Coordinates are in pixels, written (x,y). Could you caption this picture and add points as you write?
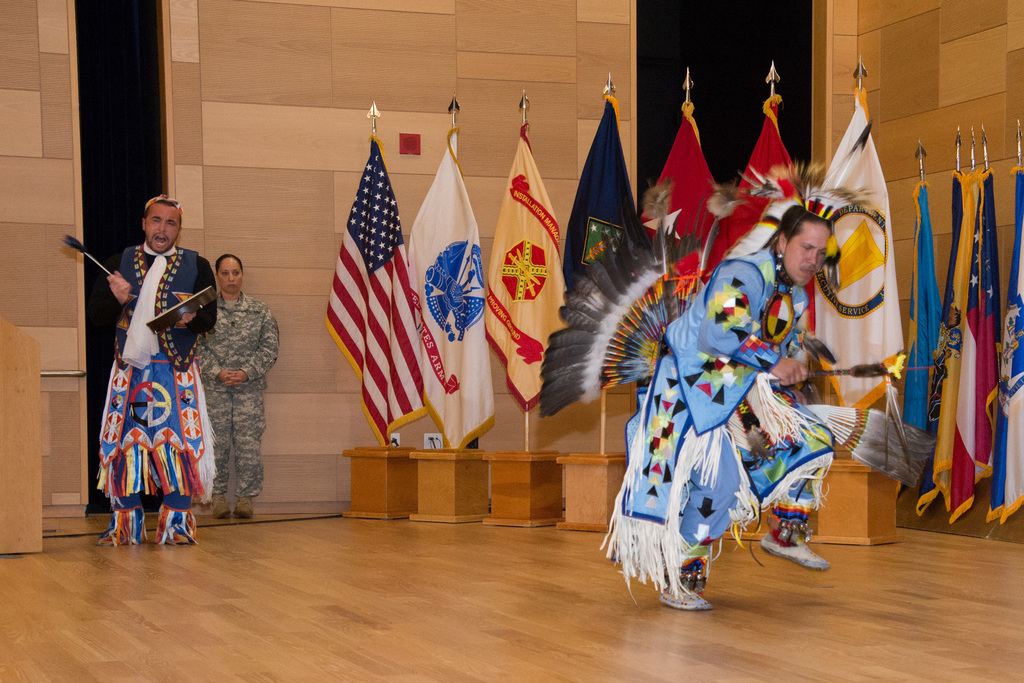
In the image we can see there are people (194,379) wearing clothes (163,418) and shoes (227,506). This is a wooden floor (530,596), wooden wall (226,100), flags of the countries (402,290), feathers (624,263) and a wooden box (443,494).
